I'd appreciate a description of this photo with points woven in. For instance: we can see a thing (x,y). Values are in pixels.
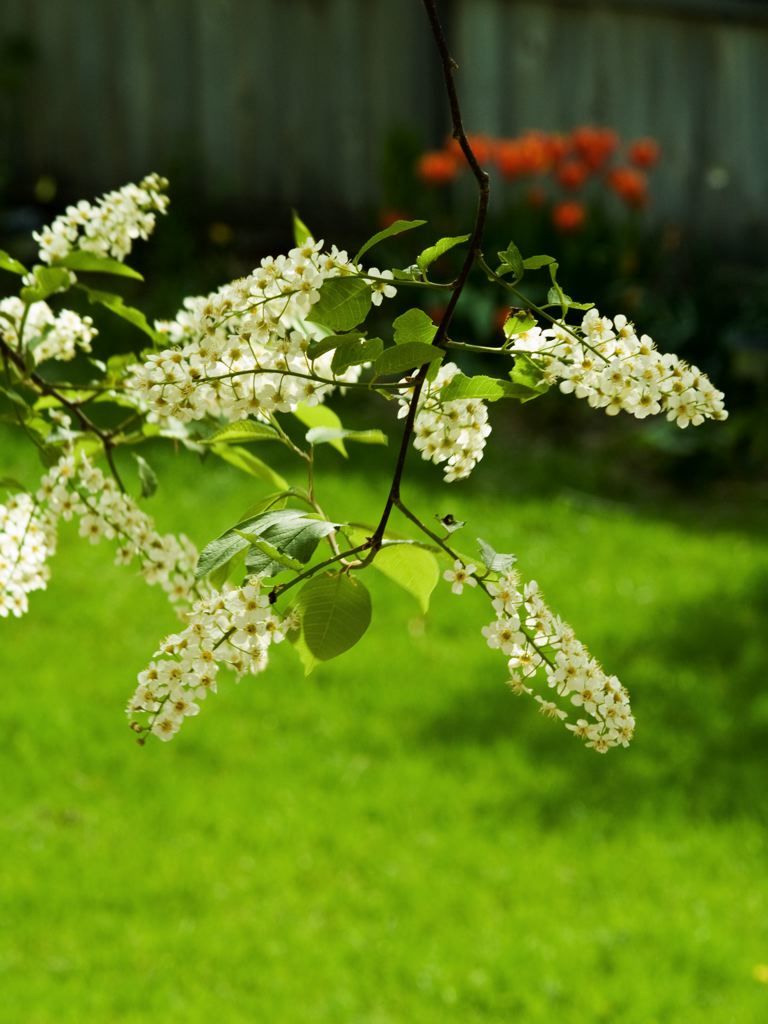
There are some flowers (287,369) with leaves (405,322) and a stem (450,74) at the middle of this image (326,459) and there is a grassy land (221,494) at the bottom of this image (355,757). It seems like there is a wall (418,124) in the background (418,124).
